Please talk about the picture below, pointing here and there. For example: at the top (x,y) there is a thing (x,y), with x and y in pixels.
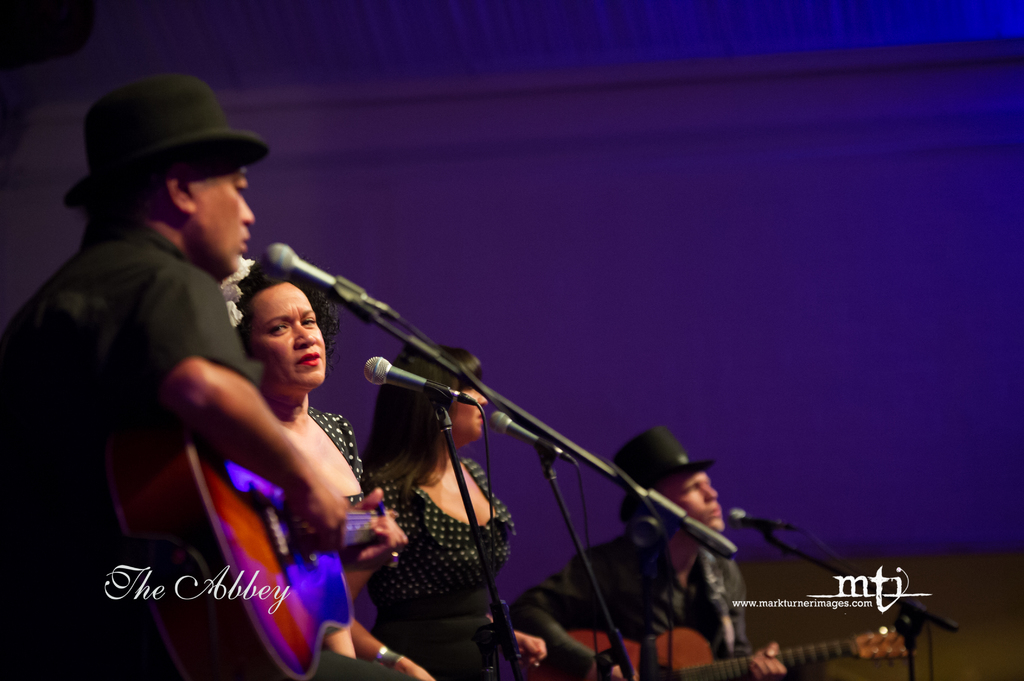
In this image, I can see two men (224,406) playing guitar (184,459) and two women (299,446) standing. These are the mikes (282,248), which are attached to the mike stands (562,499). The background (582,370) looks blue in color. At the bottom of the image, I can see the watermarks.
